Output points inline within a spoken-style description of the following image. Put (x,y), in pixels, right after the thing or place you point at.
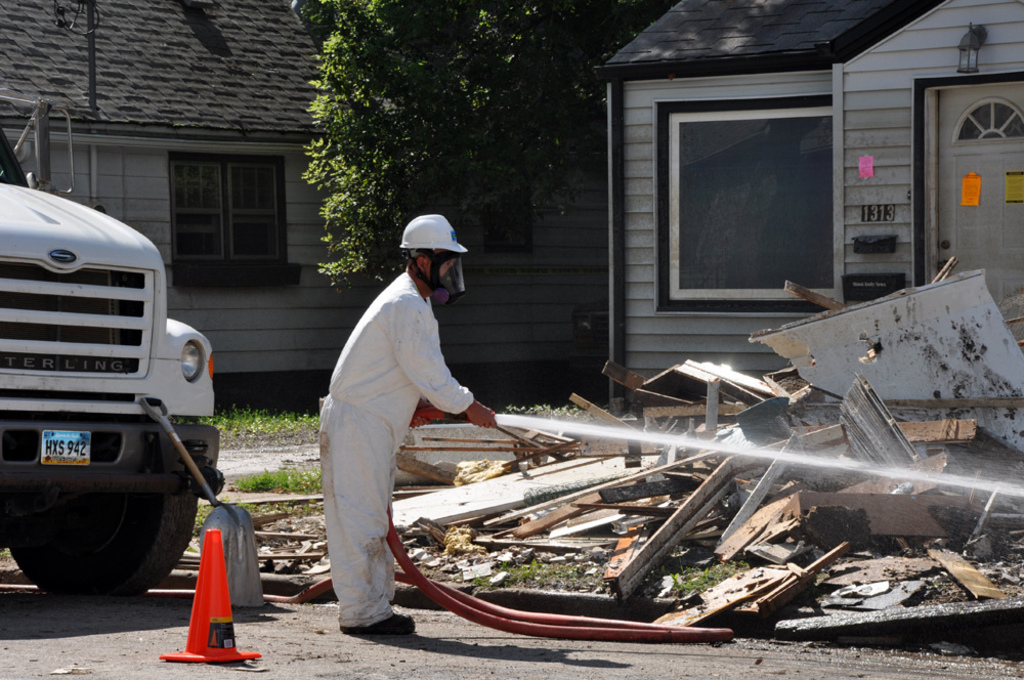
This image consists of a man (392,310) wearing a white dress (384,558) and a helmet (431,227). He is holding a pipe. At the bottom (336,670), there is ground (18,616). On the left (192,339), there is a truck (67,407) in white color. In the background (628,179) there are houses (798,251) along with windows (214,162) and trees (373,202). On the right (889,477), there are wooden sticks (766,513) on the ground (135,629).
